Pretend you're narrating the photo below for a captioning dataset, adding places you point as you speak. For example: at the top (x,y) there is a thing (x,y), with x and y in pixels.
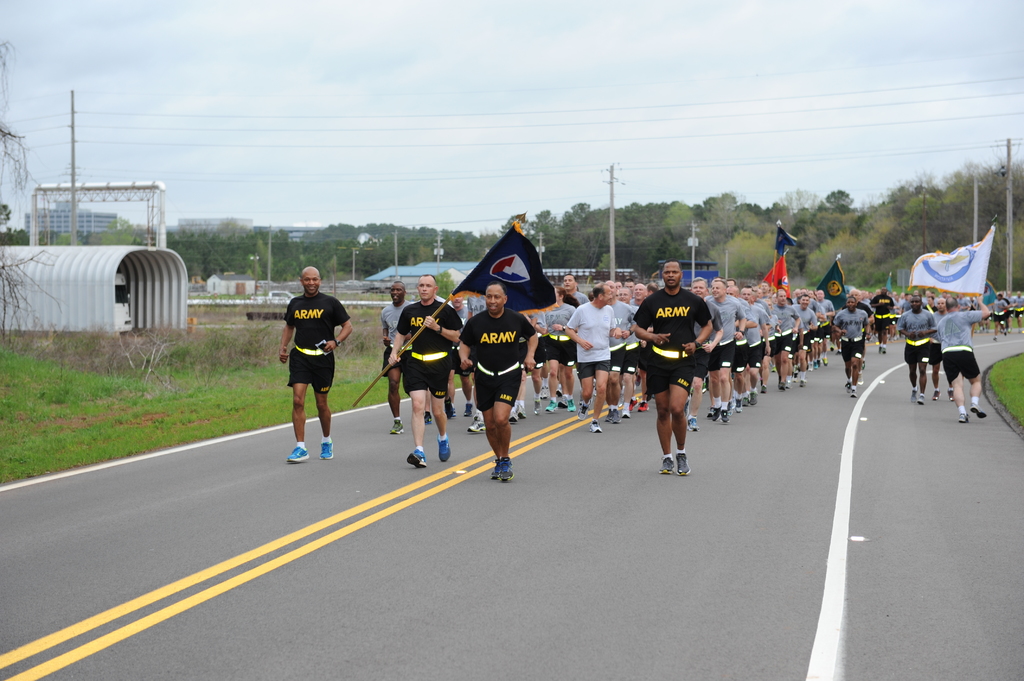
In this image we can see people (677,318) jogging on the road (599,505). There are flags (830,268). In the background of the image (592,222) there are trees (756,225), electric poles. At the image there is sky (261,99). To the left side of the image (64,405) there is grass (59,414).
